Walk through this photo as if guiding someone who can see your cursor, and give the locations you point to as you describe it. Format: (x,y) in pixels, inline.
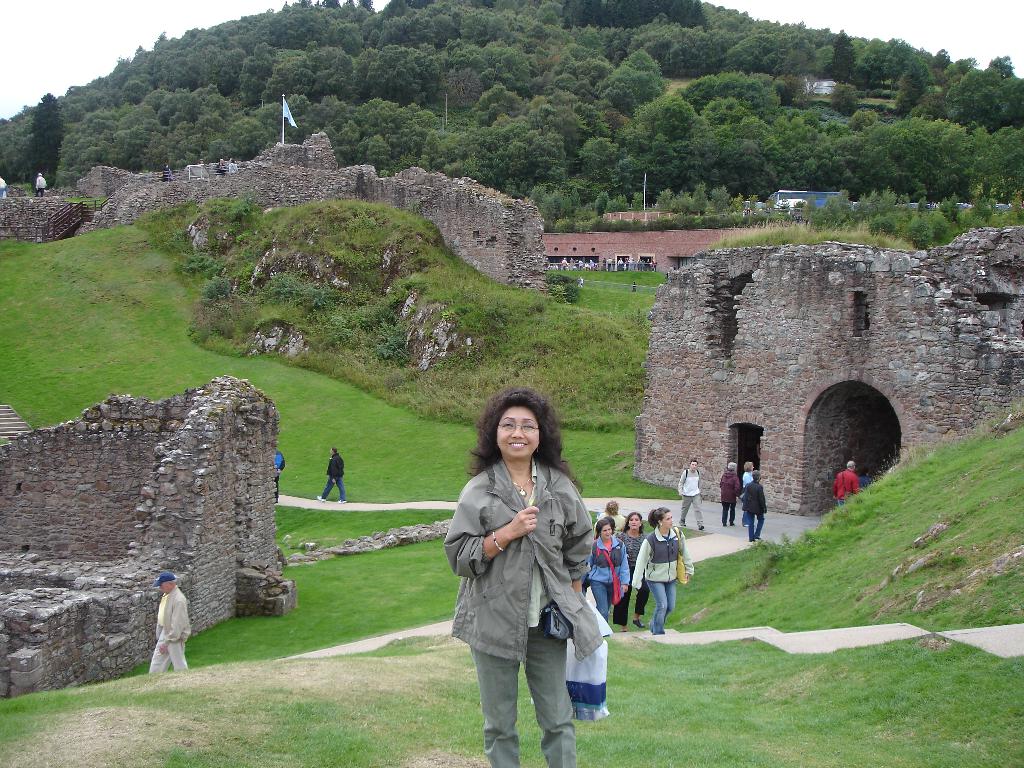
In this image we can see people (738,489), grass (213,376), trees (279,80), flag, walls (207,537), railing (58,222), tunnel (858,395) and sky (805,3).
